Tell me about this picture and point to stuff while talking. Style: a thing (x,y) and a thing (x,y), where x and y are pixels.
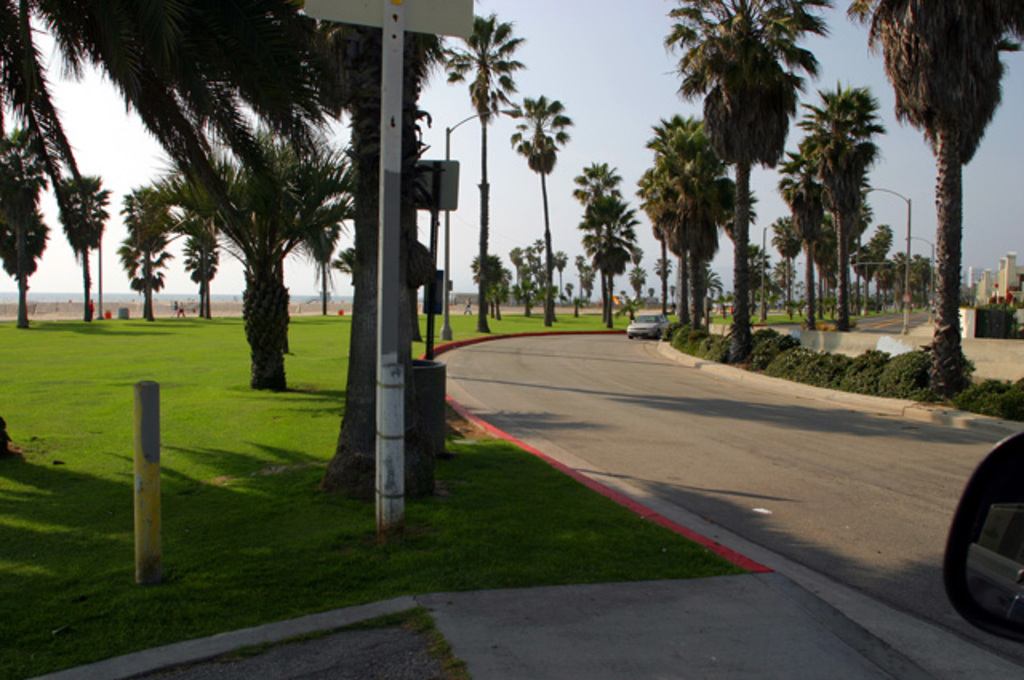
In this image we can see a car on the road (609,485). We can also see a group of trees (330,467), a sign board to a pole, plants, grass (356,565), buildings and some street poles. On the backside (337,280) we can see a group of people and the sky (112,180) which looks cloudy.
